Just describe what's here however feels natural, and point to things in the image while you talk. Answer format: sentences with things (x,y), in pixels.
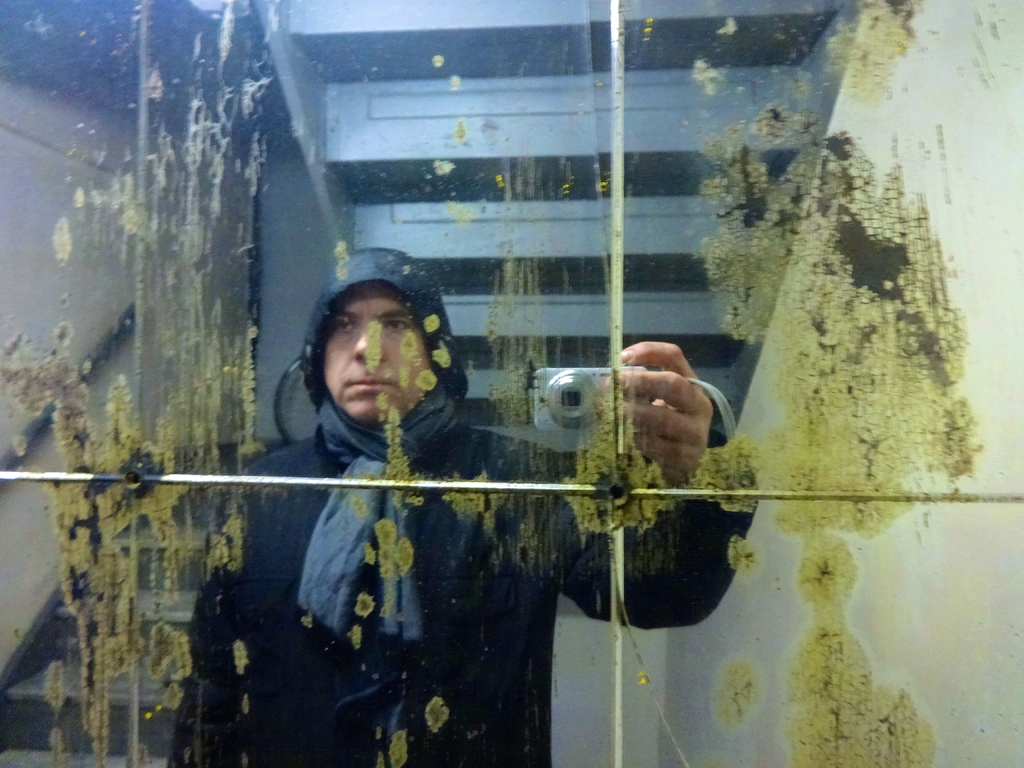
In this image I can see the mirror (376,316). In the mirror (246,503) I can see the person (422,552) wearing the black color dress (445,516) and the person (513,466) holding the camera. I can also see the stairs (140,596) in the mirror (140,596).
